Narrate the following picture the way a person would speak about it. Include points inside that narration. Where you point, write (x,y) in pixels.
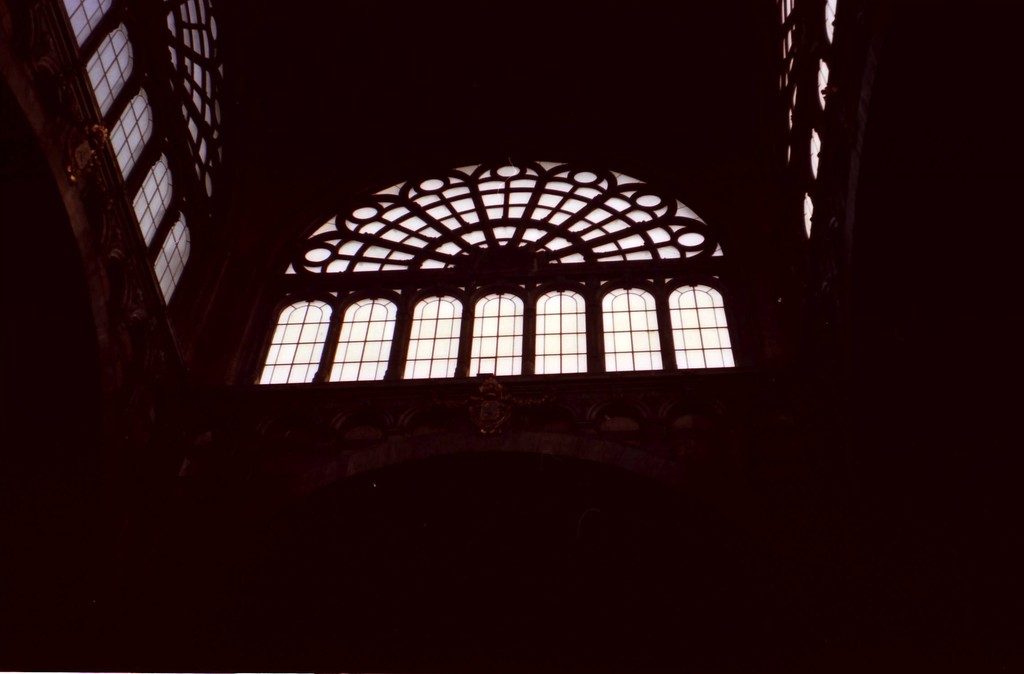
In the picture we can see a dark room (526,640) with three walls (859,550) with windows (410,253) on the top of it and some part is with designed.
